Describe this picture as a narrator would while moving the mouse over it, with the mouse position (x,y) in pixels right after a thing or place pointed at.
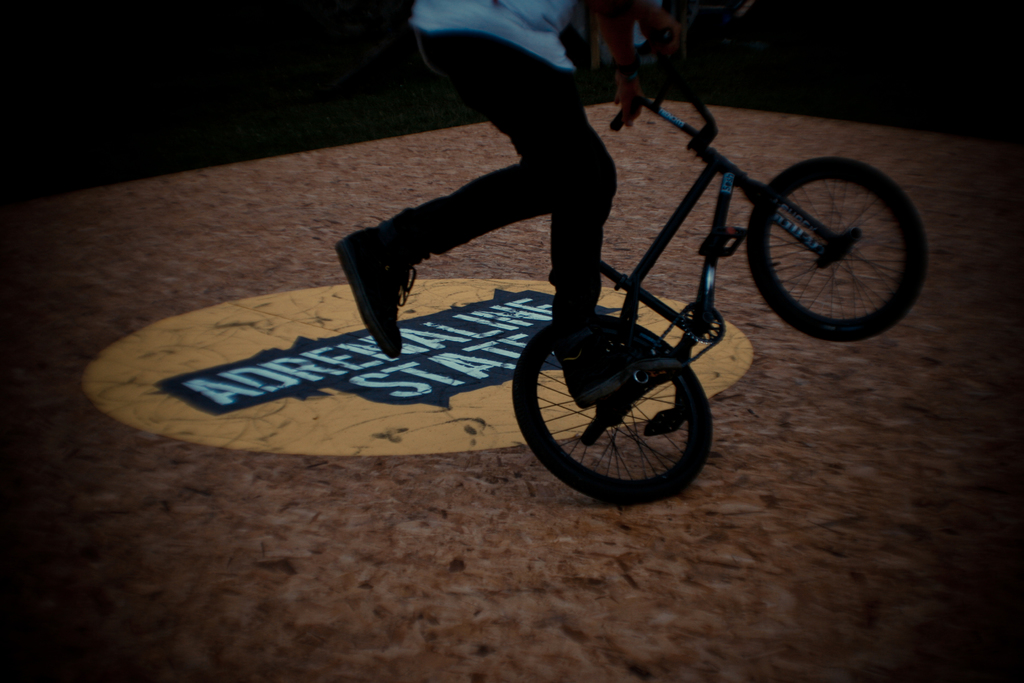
The person (501,181) in the image is doing stunt on the bicycle (658,347) on the wooden platform (410,416).
